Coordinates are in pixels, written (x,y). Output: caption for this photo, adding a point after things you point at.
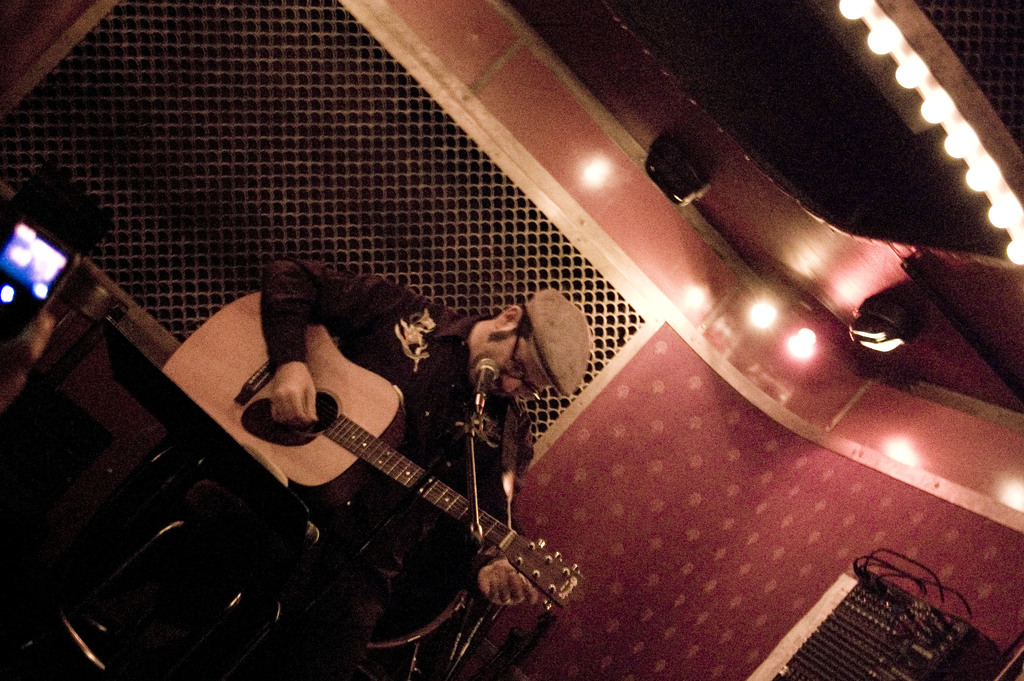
Here is a man (424,444) playing guitar (322,428) and singing a song. This is the mic (485,392) attached to the mike stand (478,417). These are the lights (806,333) attached to the rooftop (774,356). This looks like some electronic device (882,615) with cables (936,578).
